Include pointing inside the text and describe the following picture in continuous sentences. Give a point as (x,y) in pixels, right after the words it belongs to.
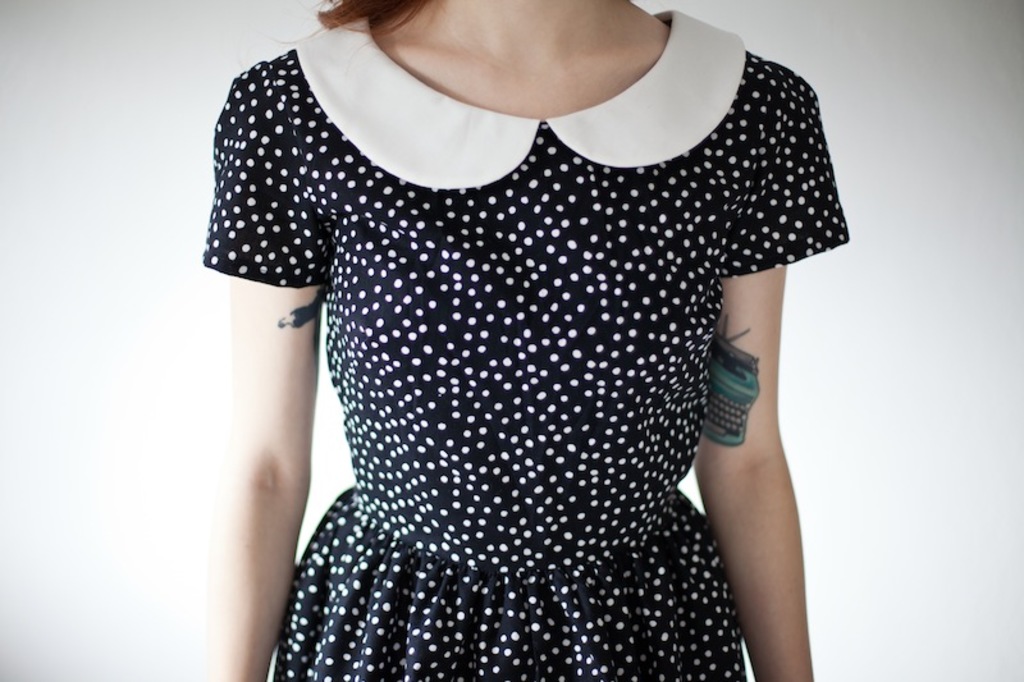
In the image there is a lady (523,463) with black dress (523,463) and white spots (492,457) on it. Behind her there is a white background (180,311).
